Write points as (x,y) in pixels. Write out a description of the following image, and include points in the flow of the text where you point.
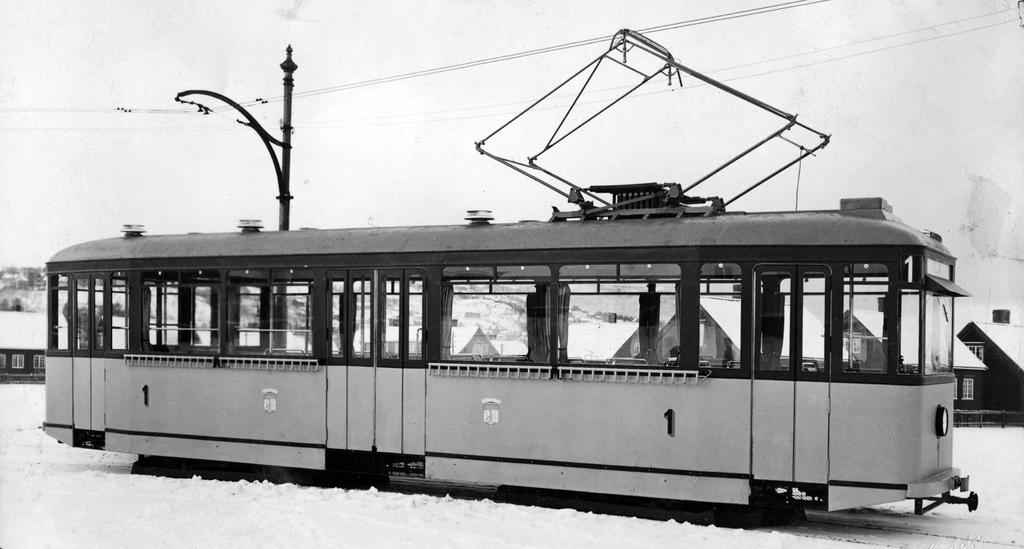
In this image we can see a vehicle (433,400), there are some houses (40,359), wires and the snow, in the background (704,127), we can see the sky (718,125).
